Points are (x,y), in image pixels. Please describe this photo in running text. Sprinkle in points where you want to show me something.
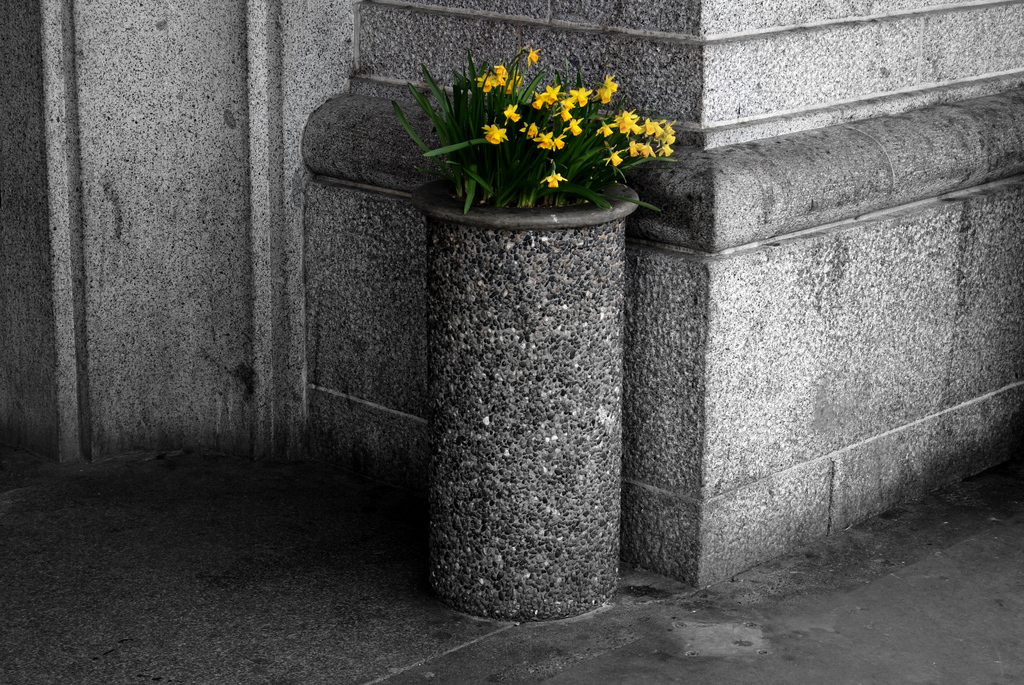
This picture seems to be clicked inside. In the center (544,290) there is a house plant (535,127) containing yellow color flowers (573,129). In the background (355,38) we can see the pillar (423,119) of a building (242,98) and the wall (135,245) of a building (121,289).
